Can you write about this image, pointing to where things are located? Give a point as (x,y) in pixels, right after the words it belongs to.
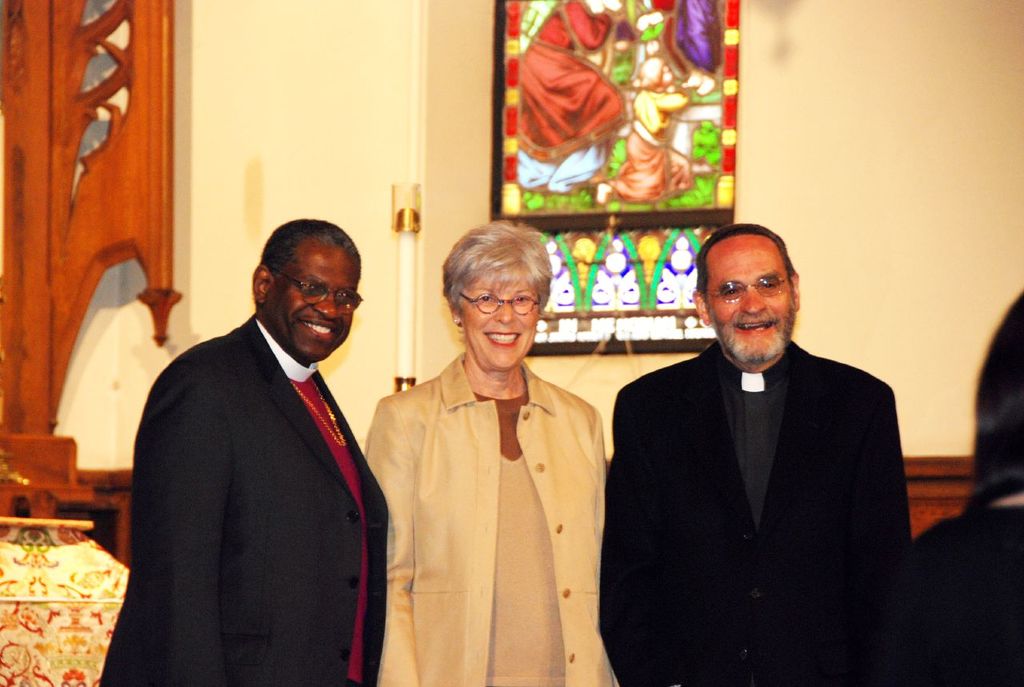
In this image I can see few people (463,383) are standing and wearing different color dresses (311,481). Back I can see the frame (611,308) is attached to the cream color wall (304,107).
